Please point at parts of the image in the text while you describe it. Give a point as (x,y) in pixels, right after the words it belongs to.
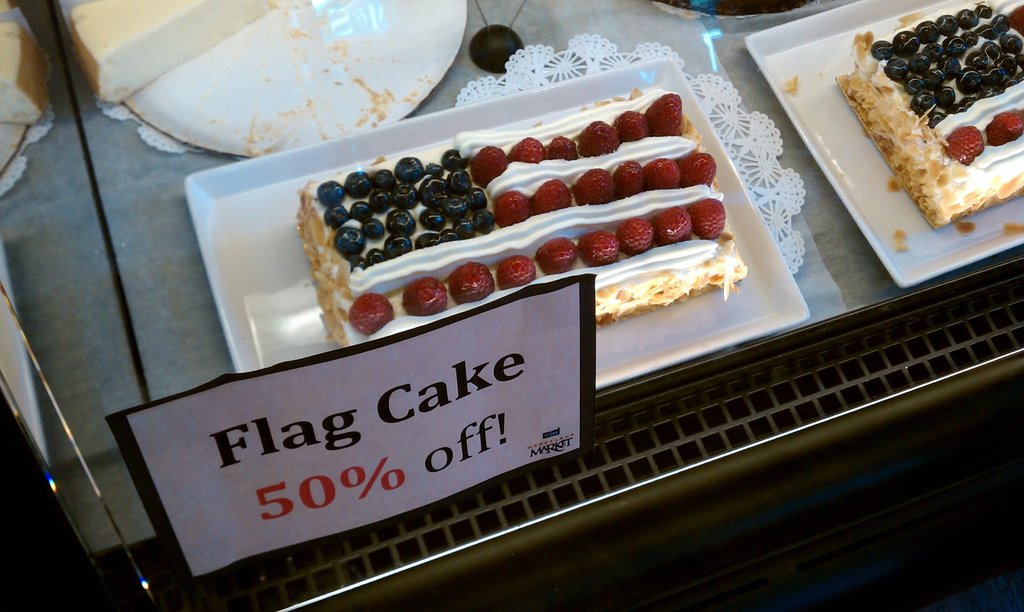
In this image in the middle (668,314), there is a tray (629,322) on that there is a cake (641,279), the cake (607,269) is decorated with blueberries (425,224), raspberries (608,197) and cream (622,219). On the right (902,197) there is a tray (897,208) on that there is a cake (916,175), the cake (918,159) is decorated with blueberries (946,107), raspberries (957,137) and cream (974,116). At the top (334,75) there is a plate (295,56) on that there is a cake (178,40). In the background (770,185) there is a cloth (641,28). In the foreground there is a glass (373,383), poster (358,393).
